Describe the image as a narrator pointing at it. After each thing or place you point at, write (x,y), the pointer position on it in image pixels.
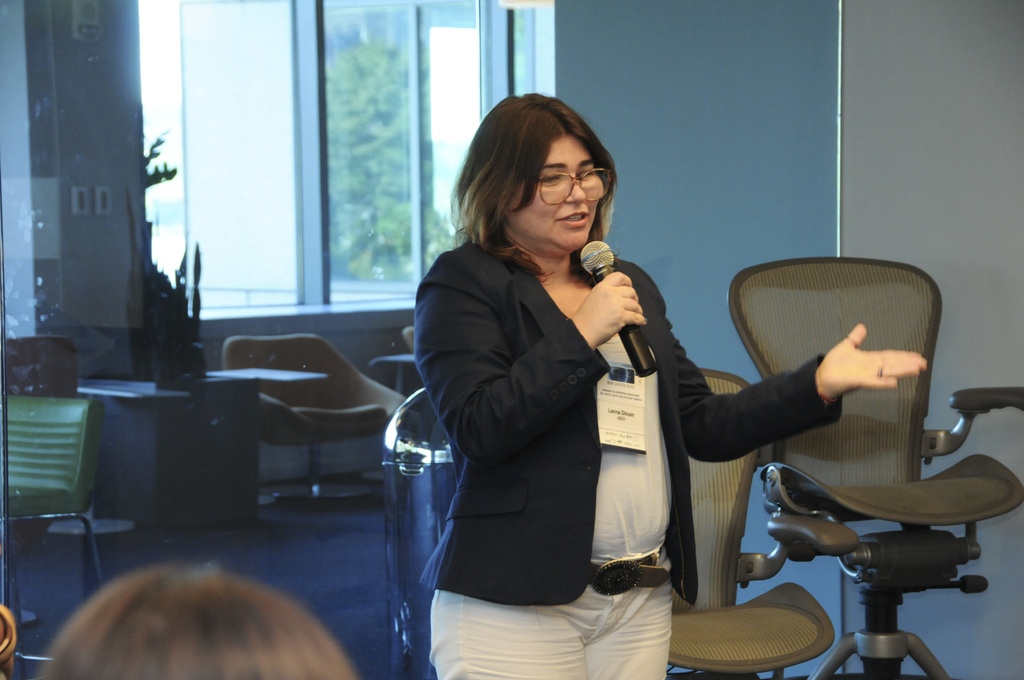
In this image there is a lady (551,372) standing and holding a mike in her hand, in front of her we can see there is a head (260,643) of a person (264,647), behind her there are few chairs (96,442). In the background (221,183) there is a wall (113,198) and window (244,181). From the window (237,181) we can see there are trees (340,133).
